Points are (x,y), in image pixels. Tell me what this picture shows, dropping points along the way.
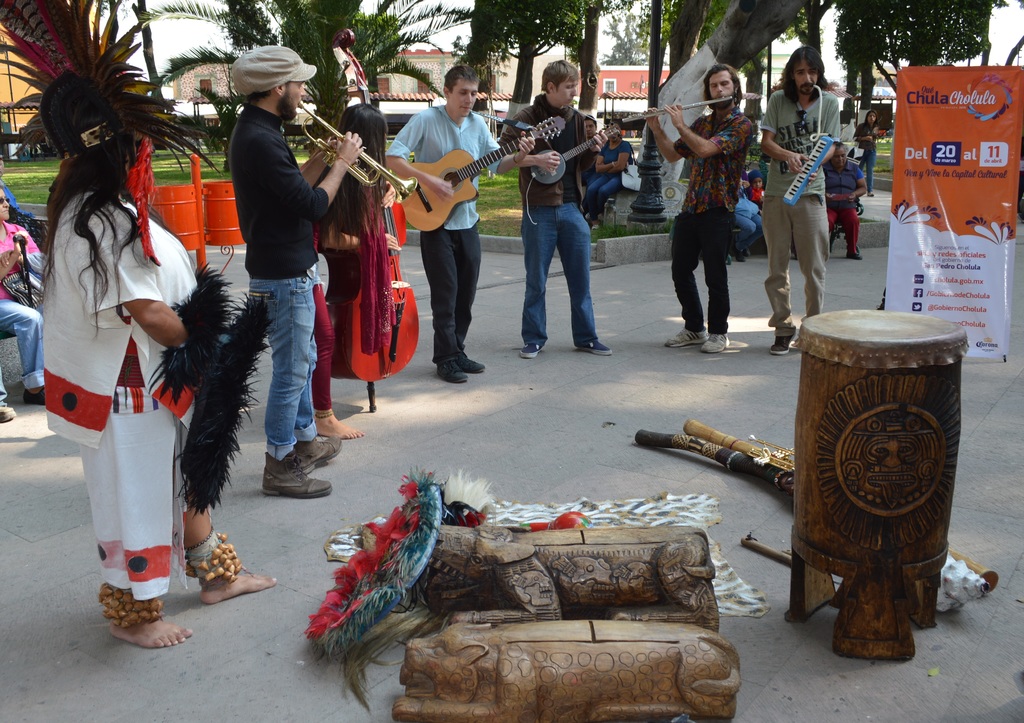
At the top (442,28) we can see sky (178,44). On the background (449,18) we can see buildings (499,72), trees (784,10). This is a grass (43,173). We can see all the persons (76,303) standing and playing different type of musical instruments (392,183). This is a banner (956,208). We can see persons (837,200) sitting here and walking on the road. These are musical instruments (801,540) on the floor (712,476).
